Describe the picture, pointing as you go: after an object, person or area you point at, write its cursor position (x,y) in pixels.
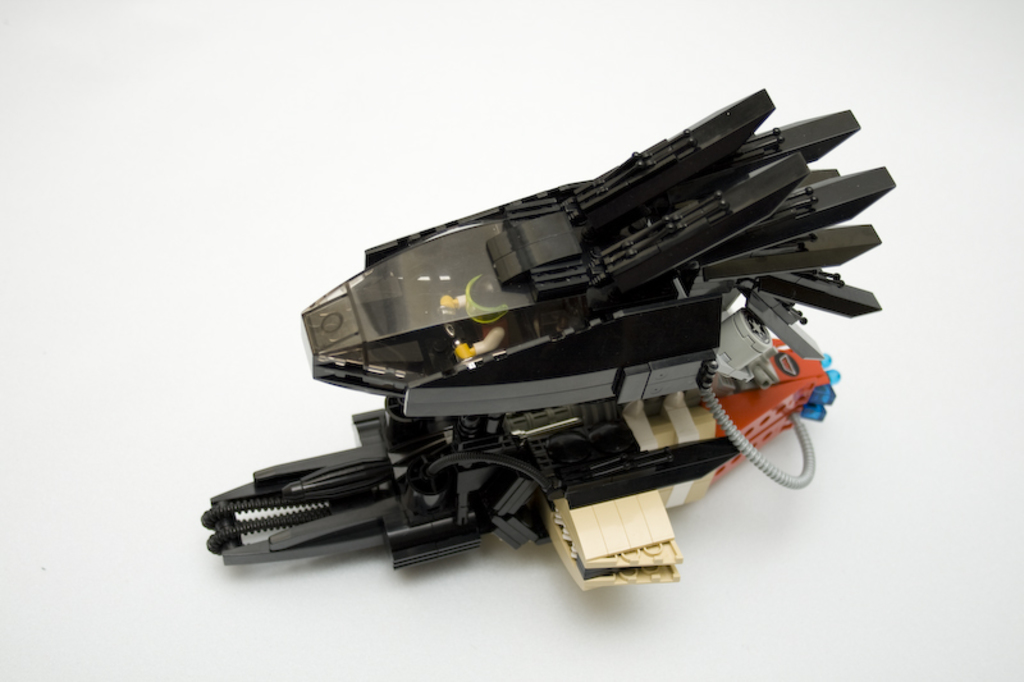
In the image there is a toy (476,418), it is in black color.
